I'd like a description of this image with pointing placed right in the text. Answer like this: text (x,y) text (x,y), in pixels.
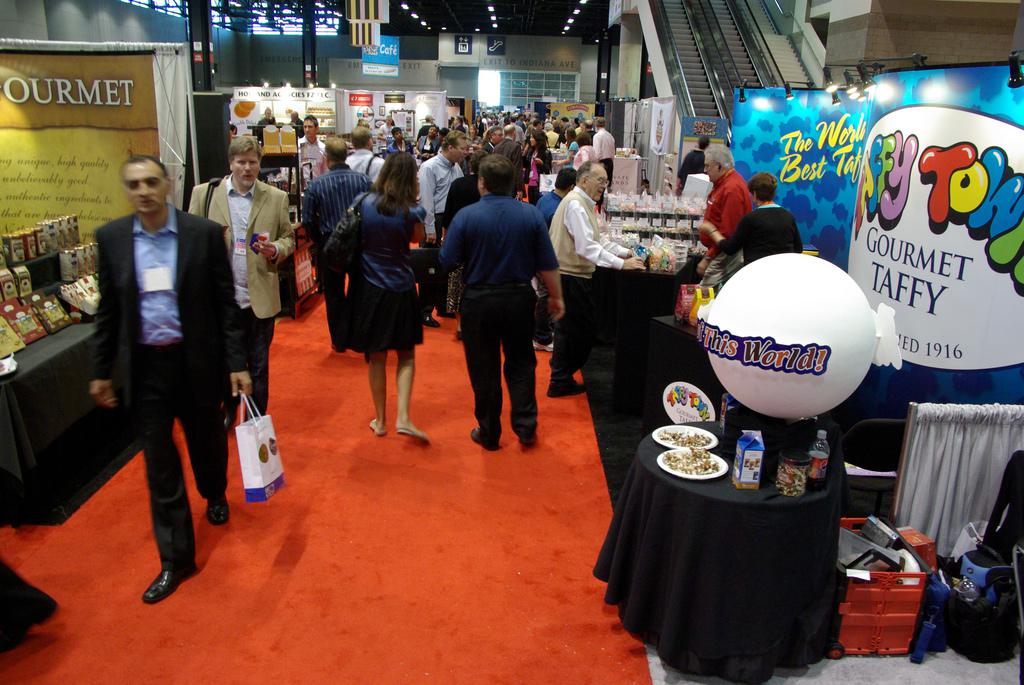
There are few persons (204,459) standing and walking on the carpet (339,594) on the floor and among them few persons (429,189) are holding and carrying bags (275,454) in their hands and on the shoulders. On the left (73,402) and right side (812,283) we can see objects (759,308) on the tables (705,365). In the background (17,98) there are hoardings (9,83), lights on the ceiling (431,21), wall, glass doors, escalators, bags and boxes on the floor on the right side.
